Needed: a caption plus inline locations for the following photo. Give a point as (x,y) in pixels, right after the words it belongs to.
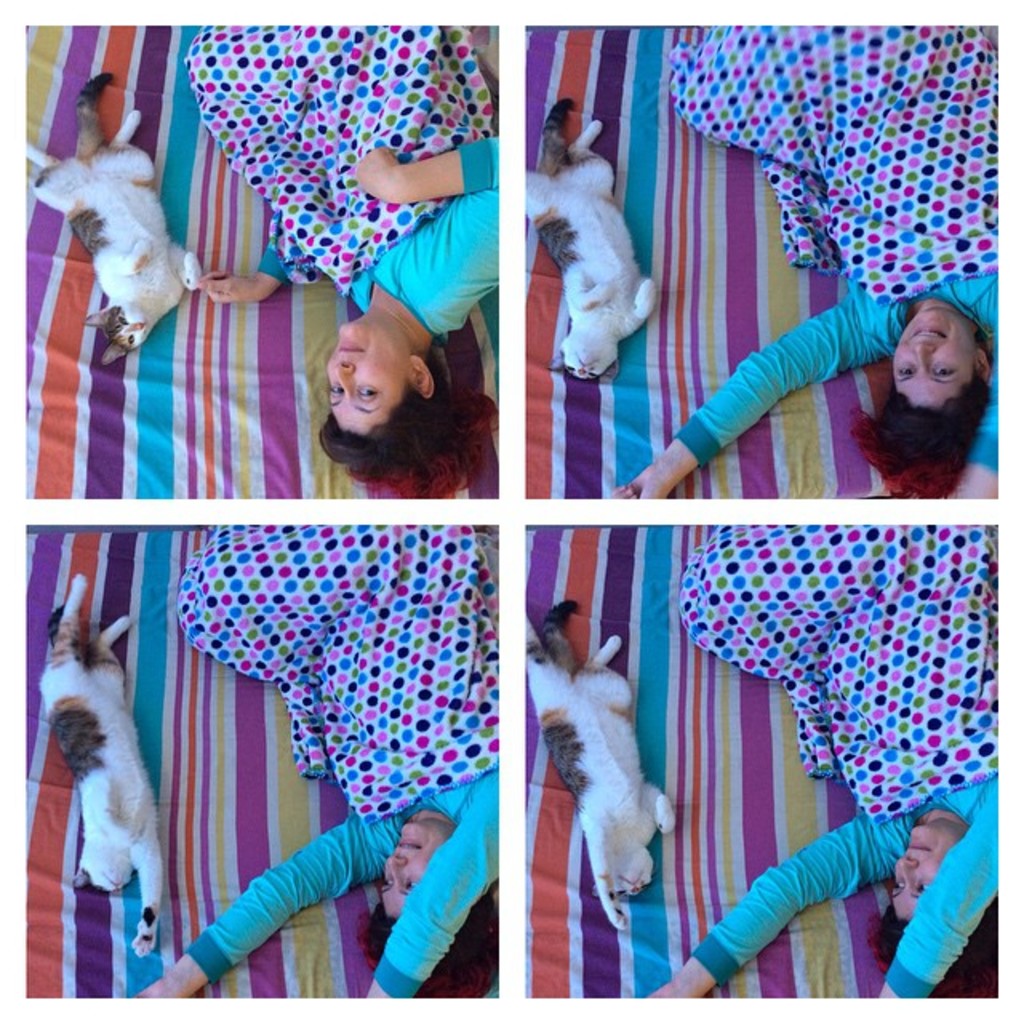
In this image we can see that photo is upside down, and there are four images in a single frame, and in this image one cat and a woman (360,303) lying.
